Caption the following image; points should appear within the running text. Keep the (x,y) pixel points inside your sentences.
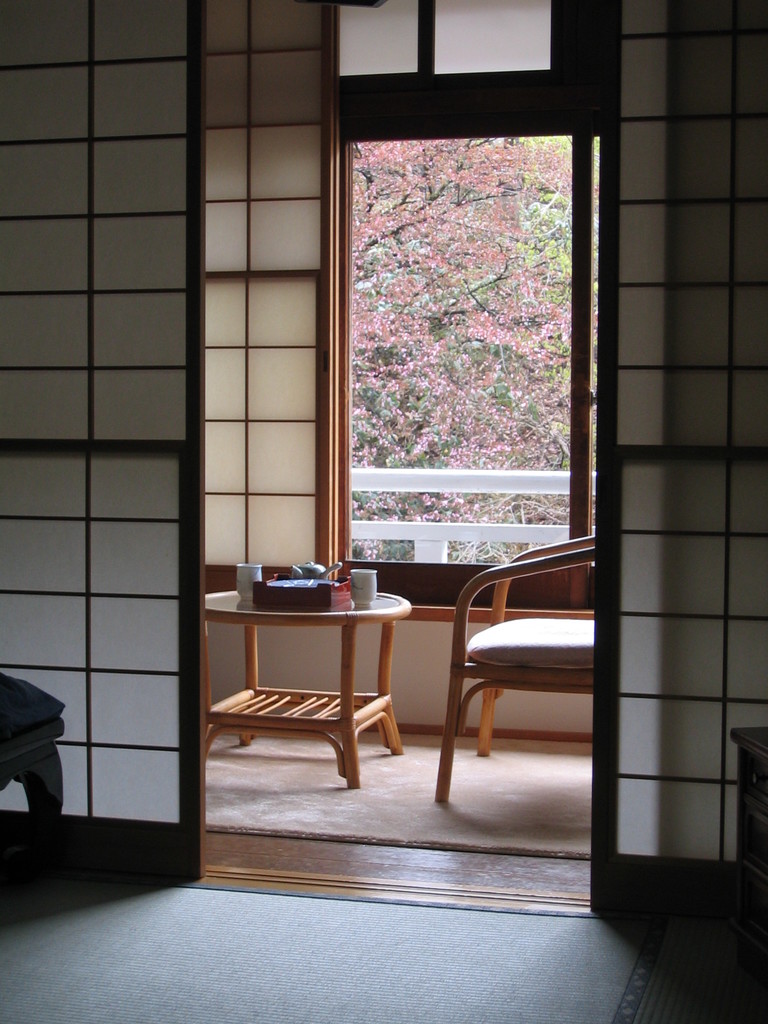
In this picture we can see mats (409,909) on the floor (388,901), chair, kettle (297,567), cups (365,576) and box (305,603) on the table (326,615). We can see walls (304,553), window (451,561) and objects (467,490), through window (444,540) we can see tree (506,506).
